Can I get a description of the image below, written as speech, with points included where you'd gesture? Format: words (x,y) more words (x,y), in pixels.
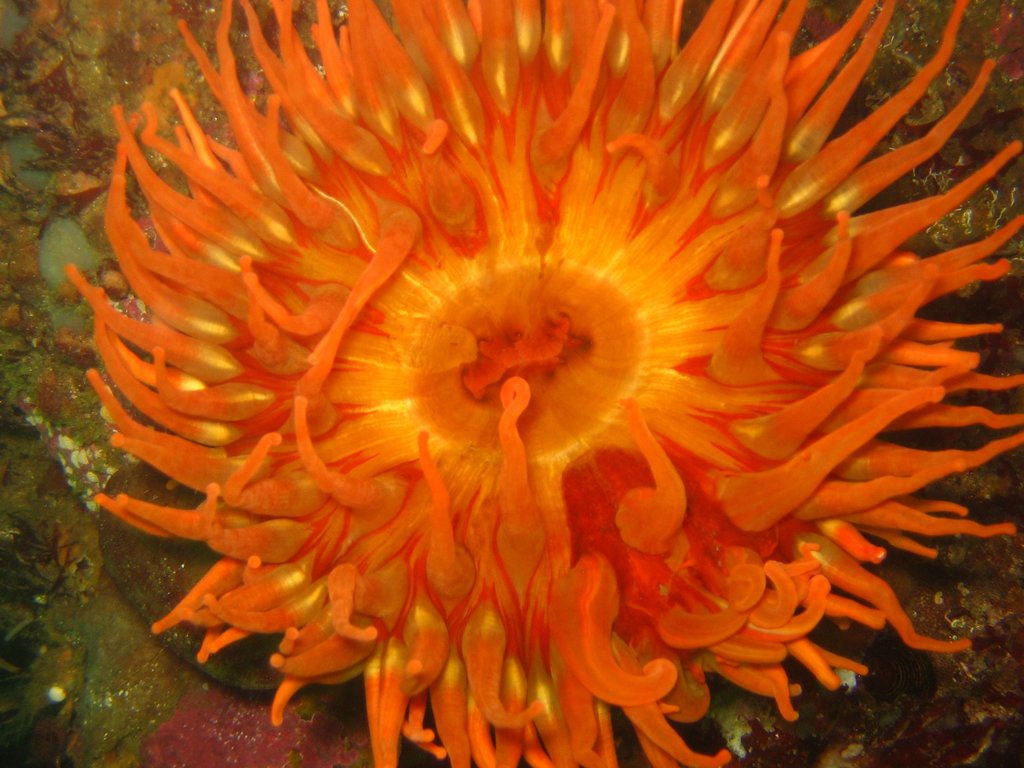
In this image, we can see sea anemones (516,408).
